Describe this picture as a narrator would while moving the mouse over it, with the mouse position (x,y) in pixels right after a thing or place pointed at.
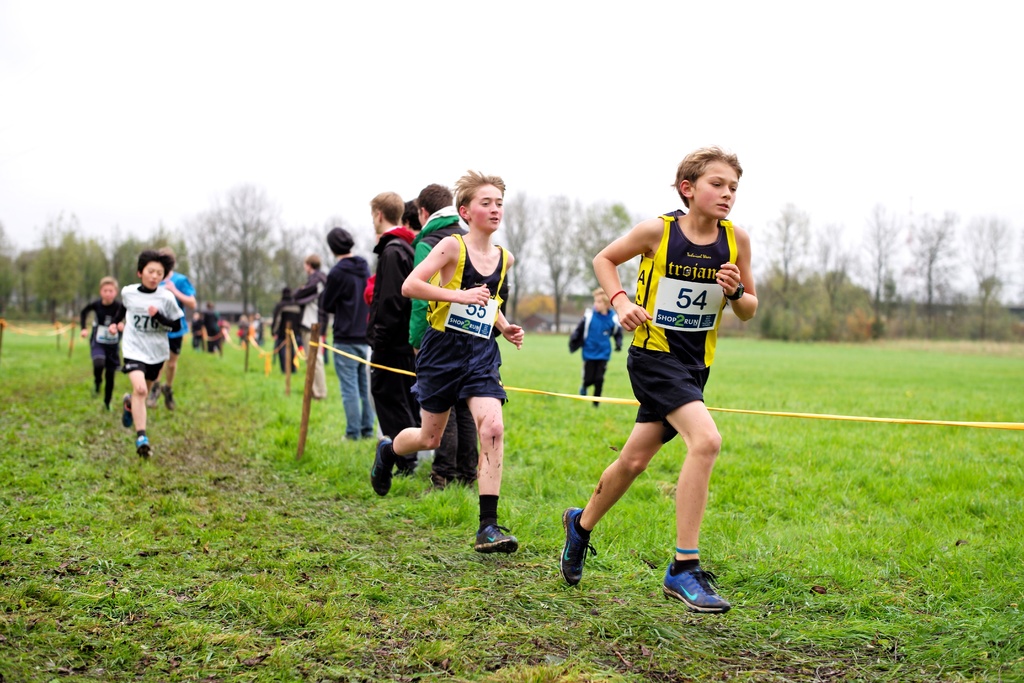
In the image there are a group of children (153,346) running on the grass (332,419) and in the background (68,257) there are trees (81,294).
